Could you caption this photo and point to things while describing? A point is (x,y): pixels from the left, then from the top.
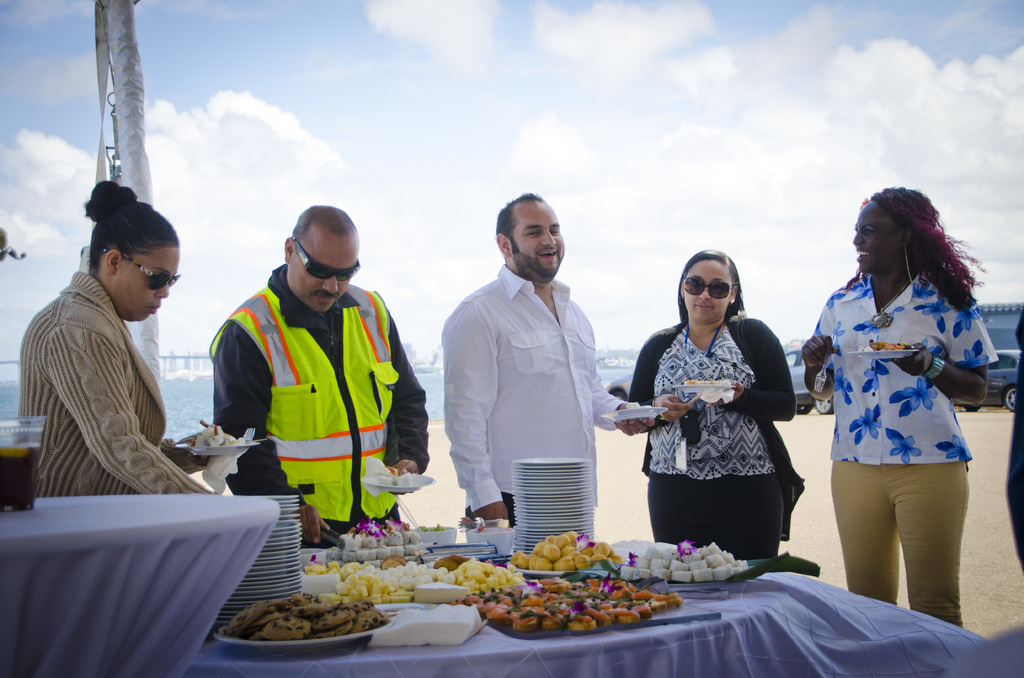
In this image we can see few people (579,413) standing and holding plates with food items (879,344) and there are tables (582,645) in front of them, on a table (744,639) there are few plates (564,502) and few food items (362,548), a glass (29,464) with drink (17,474) on the other table (163,554), there is a pole (117,127) and few vehicles (792,368) on the ground (826,496) and there is water (197,398) and the sky (449,128) with clouds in the background (325,107).
